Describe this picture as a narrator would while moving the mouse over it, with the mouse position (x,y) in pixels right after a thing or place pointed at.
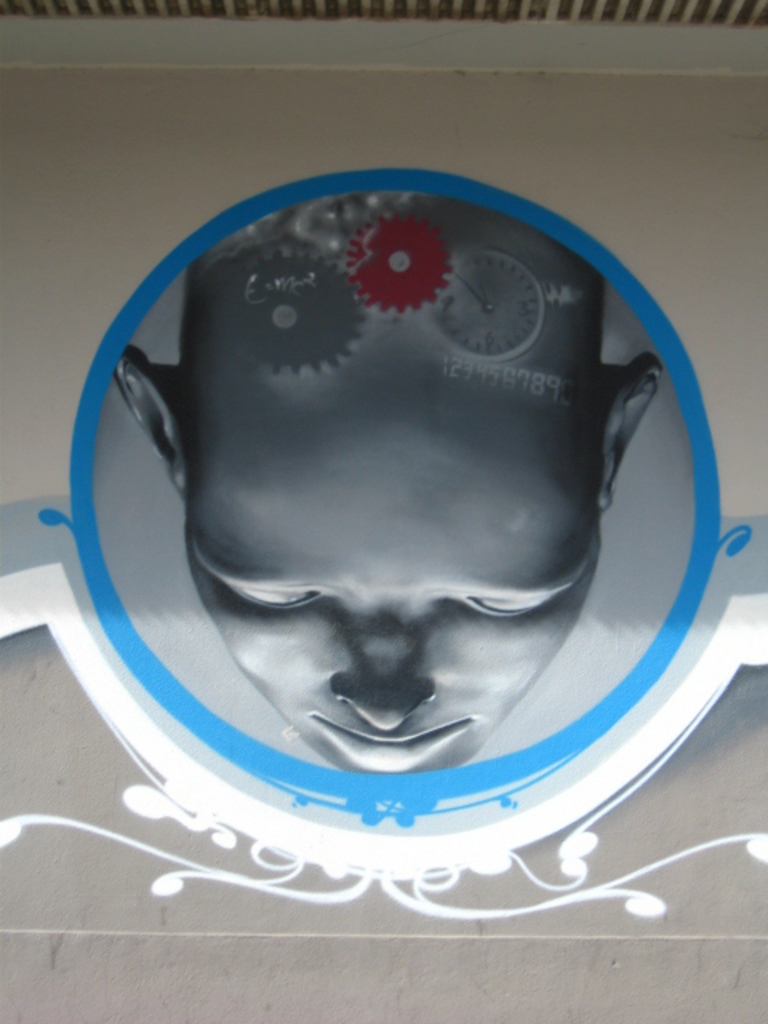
In the picture I can see a painting (326,465) of a person (394,361) and some other things (382,304) on a wall (323,314).
